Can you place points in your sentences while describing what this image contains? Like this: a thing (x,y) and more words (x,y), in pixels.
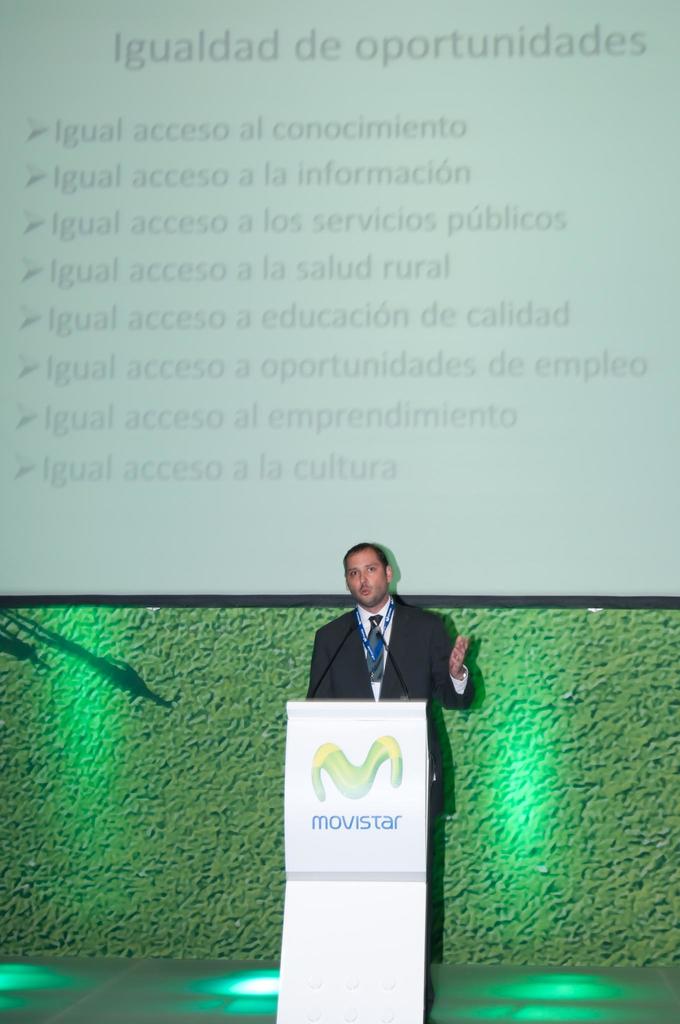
In the image there is a man (374,635) in black suit (351,653) standing in front of podium (336,733) talking on mic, behind him there is screen (212,421) on the wall (152,778).
